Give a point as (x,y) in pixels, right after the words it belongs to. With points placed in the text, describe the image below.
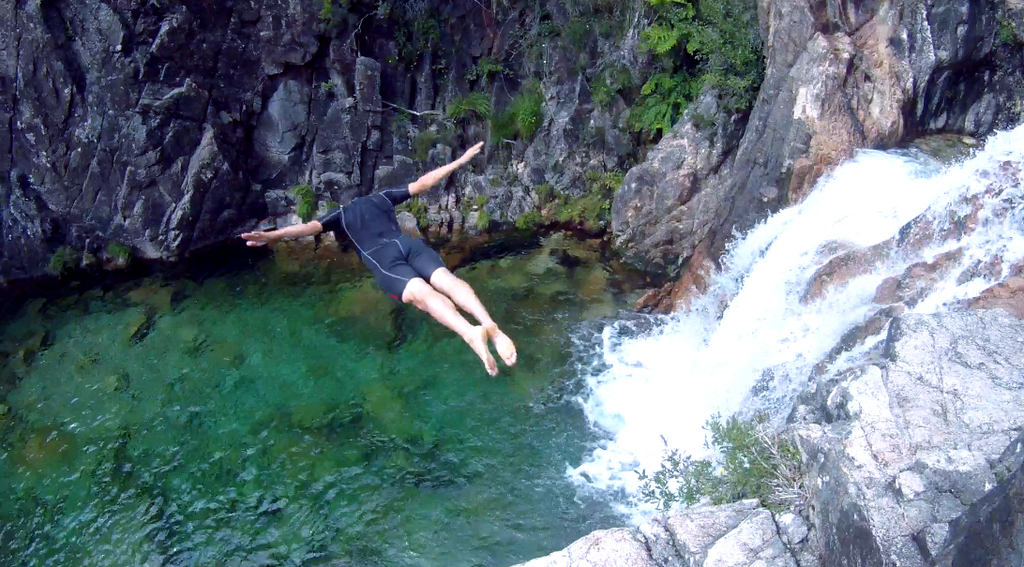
In this picture, we can see waterfall (949,195), rocks (625,160), plants (697,59), and grass (710,485), and we can see a person (425,293) jumping.
